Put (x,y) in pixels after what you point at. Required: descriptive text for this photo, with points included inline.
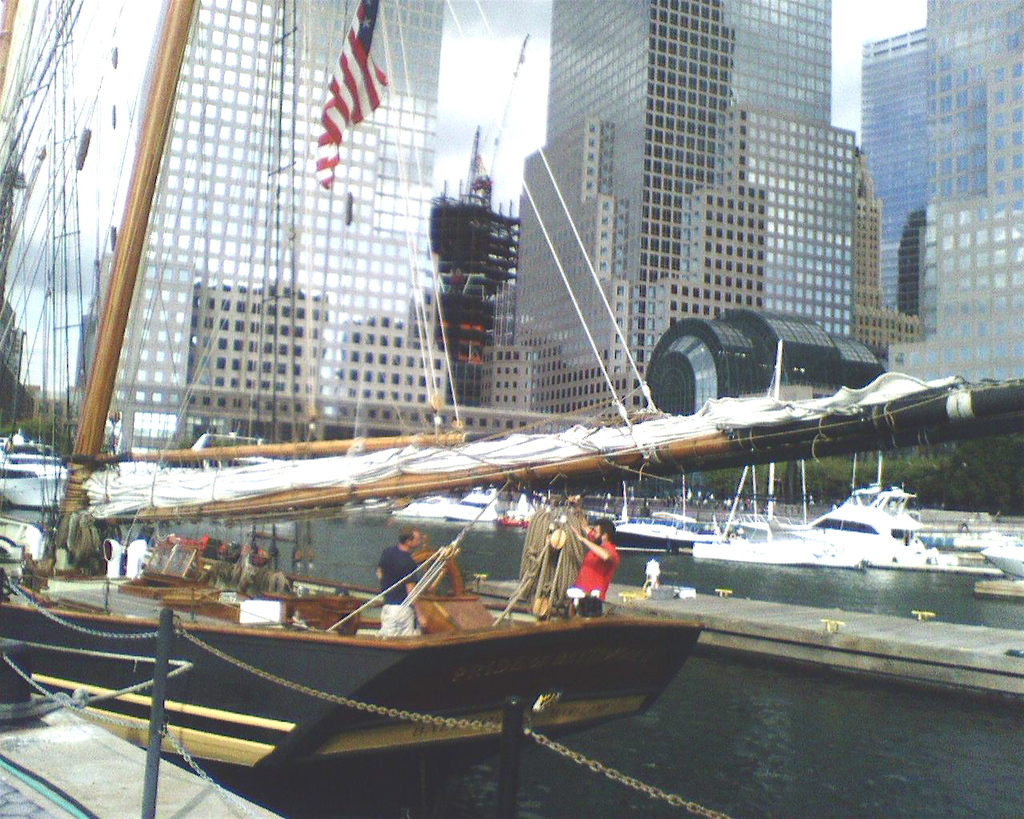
In this image there is water (764,719) at the bottom (744,707). In the water (715,678) there are so many boats (487,620). In the background (777,221) there are tall buildings (753,98) with the glasses (756,131). In the middle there is a flag (327,131) which is tied to the rope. At the bottom (82,713) on the left side (67,702) there is a fence (28,678).
